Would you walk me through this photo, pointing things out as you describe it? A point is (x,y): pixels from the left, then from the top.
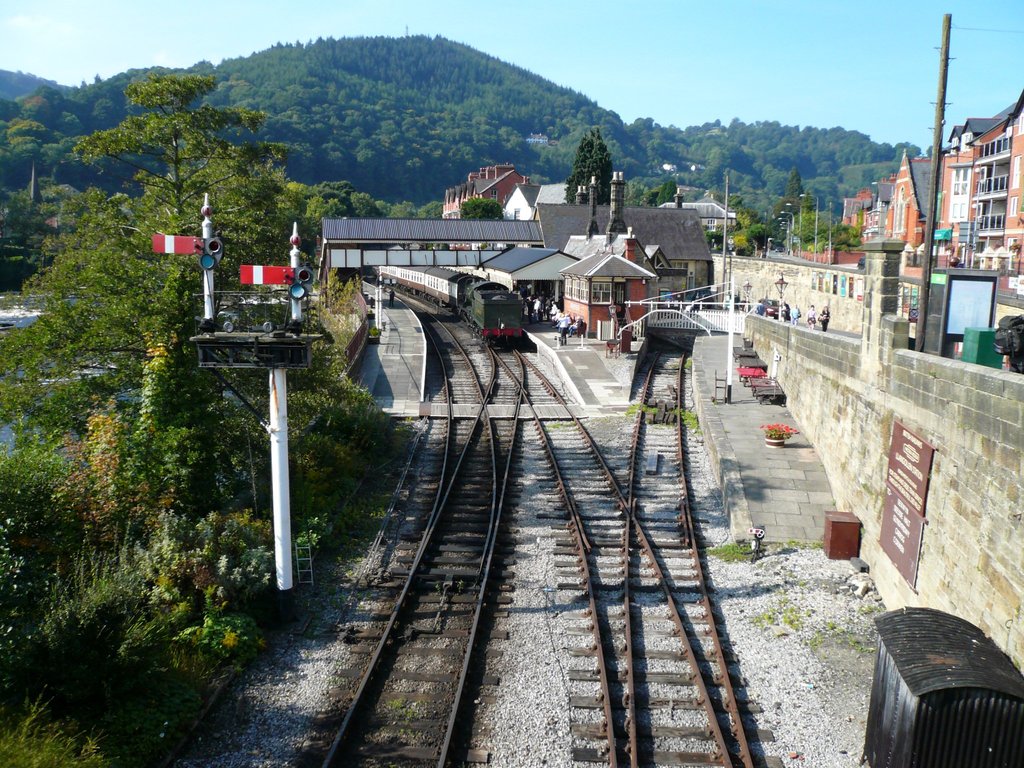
In this picture we can see a train (389,271) on a railway track (490,415), trees (226,144), buildings (994,209), poles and some people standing on a platform (588,336), mountains (493,107) and in the background (267,14) we can see the sky (305,32).
